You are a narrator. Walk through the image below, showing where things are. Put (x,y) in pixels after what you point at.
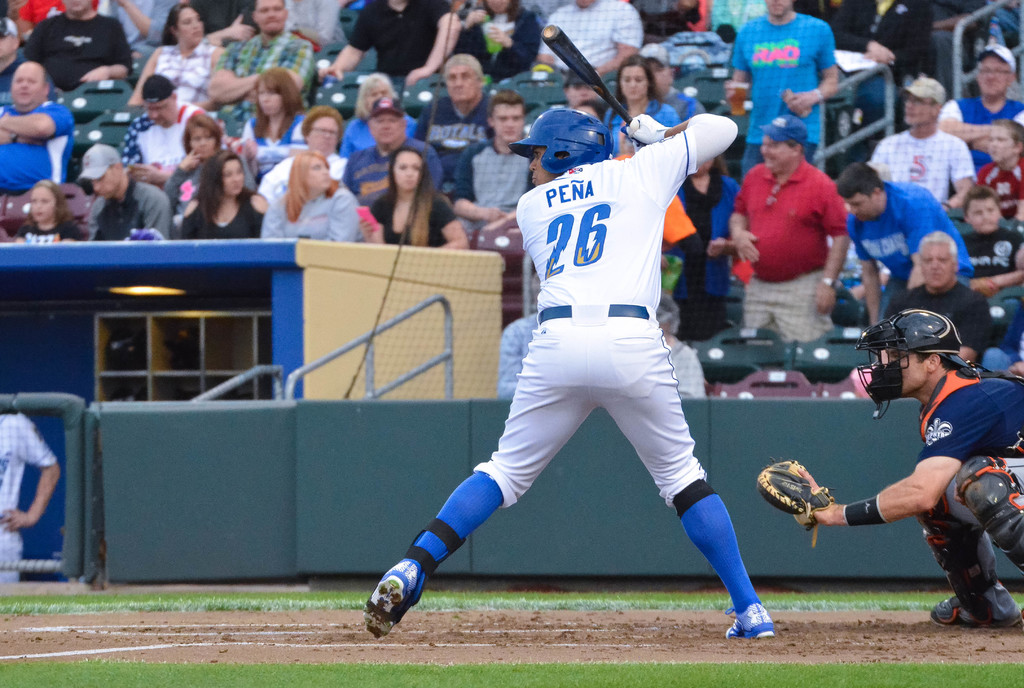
In this image there is a person (573,286) holding a baseball stick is about to strike the ball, behind the person (540,405) there is a keeper (958,399) wearing gloves (768,471), in the background of the image (300,292) there is a boundary fence (200,417) with a room (145,292), behind the room (277,293) there are a few spectators (355,186) sitting in chairs (68,100) are watching the game.
